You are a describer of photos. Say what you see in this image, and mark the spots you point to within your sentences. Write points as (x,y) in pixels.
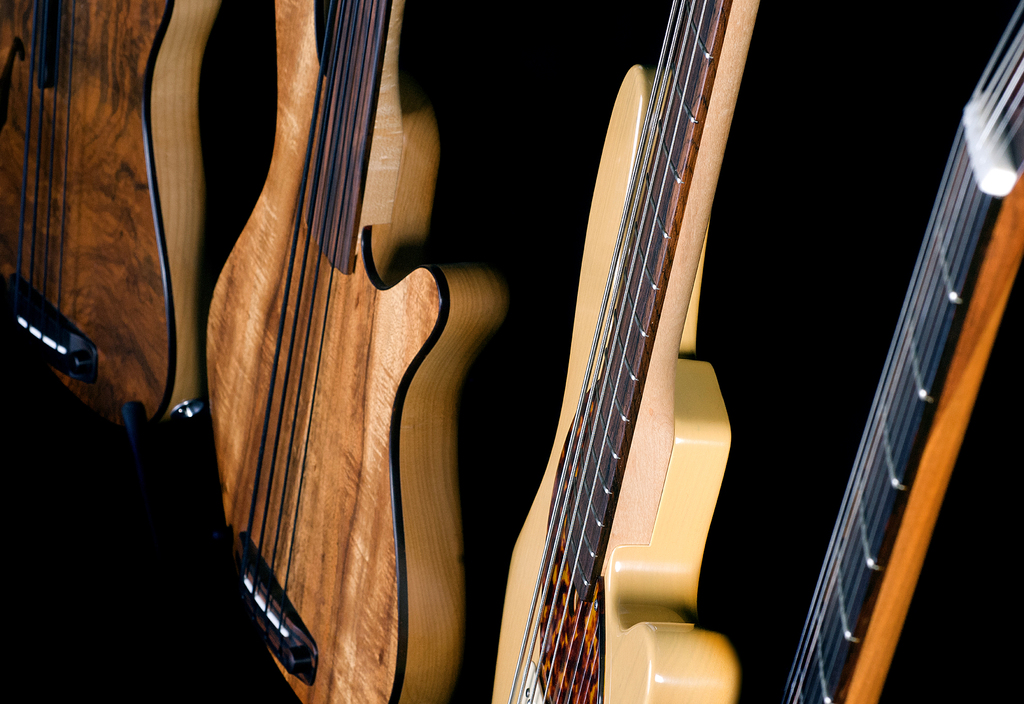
There are four guitars (609,228) in the image.
